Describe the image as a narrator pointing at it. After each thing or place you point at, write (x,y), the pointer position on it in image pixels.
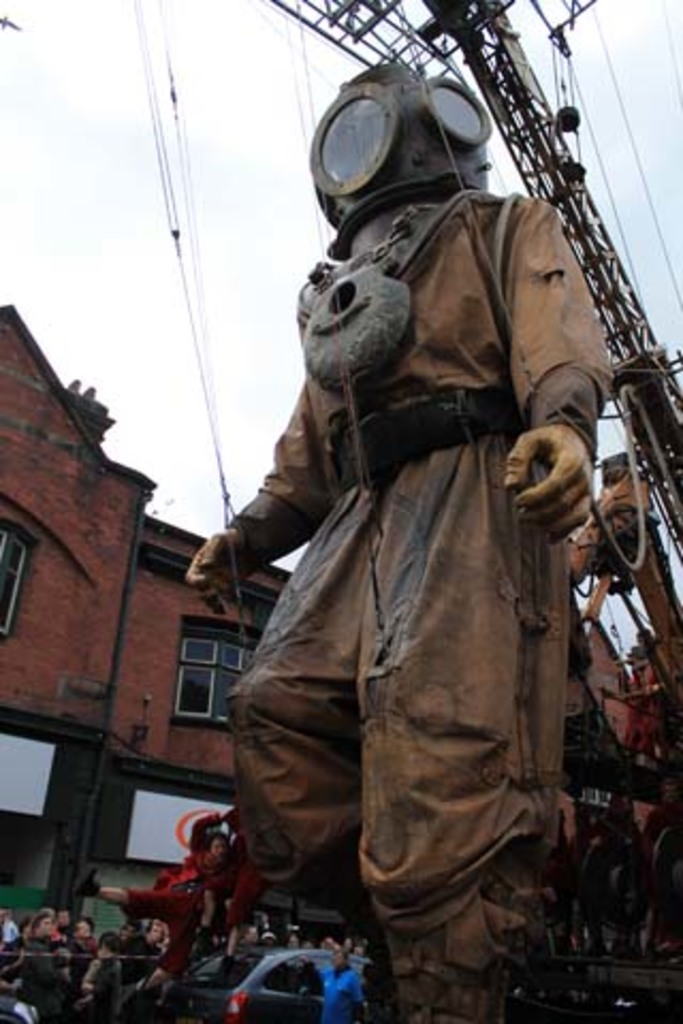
In this image we can see a few people (131,931), there is a statue (582,458), there is a house (230,639), windows (204,657), there is a vehicle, and wires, and a car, also we can see the sky (201,185).
